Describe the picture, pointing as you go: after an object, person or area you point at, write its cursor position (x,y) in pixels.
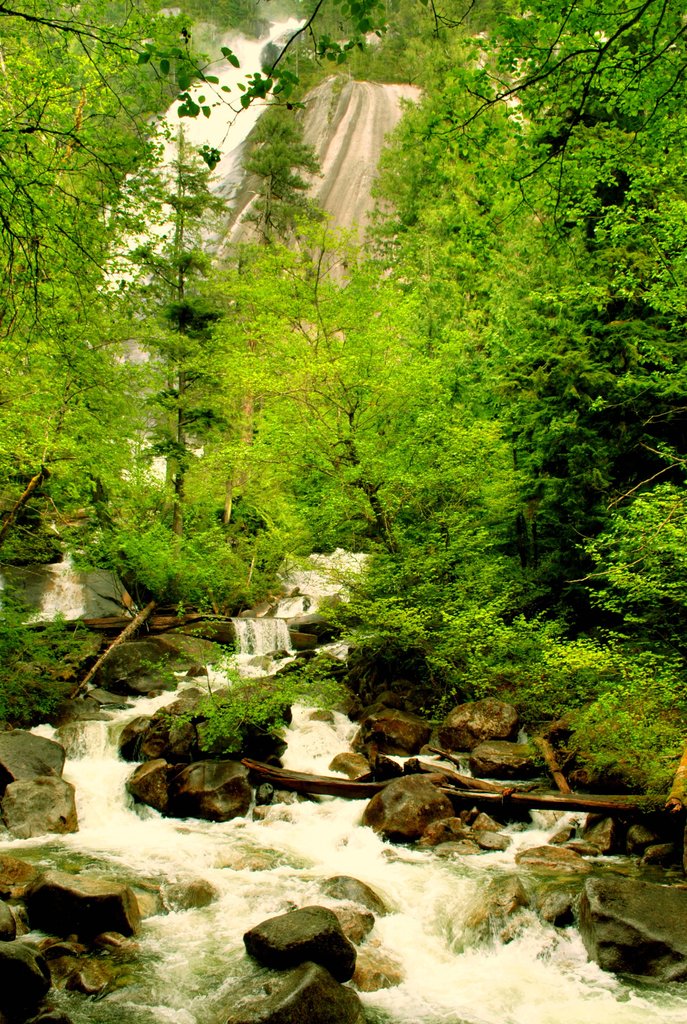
In the picture we can see a forest view (536,253) with a hill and water fall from it and to the surface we can see some plants (213,582) and rocks (144,645) and water (125,768) flowing near the rocks (297,985).
